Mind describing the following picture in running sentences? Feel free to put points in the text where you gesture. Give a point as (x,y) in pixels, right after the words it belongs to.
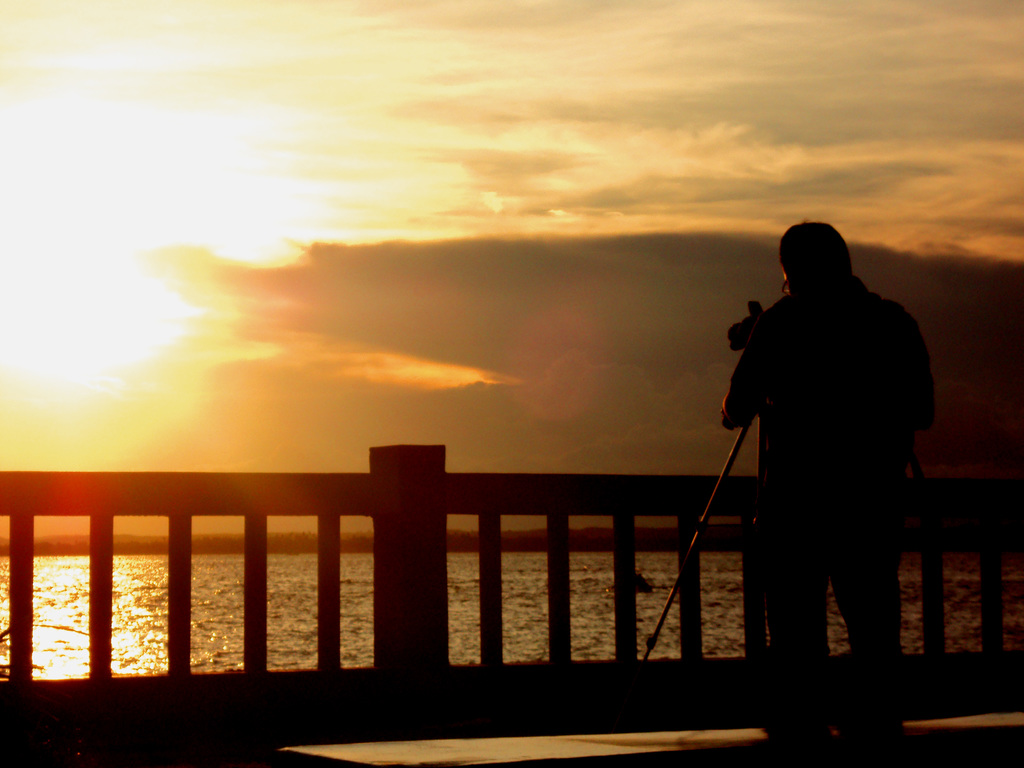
In this image we can see a person (786,671) standing on the floor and holding a tripod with camera (735,343) in the hands (723,400). In the background (367,178) we can see sky (397,278) with clouds (398,294), water (224,560) and fence (250,586).
